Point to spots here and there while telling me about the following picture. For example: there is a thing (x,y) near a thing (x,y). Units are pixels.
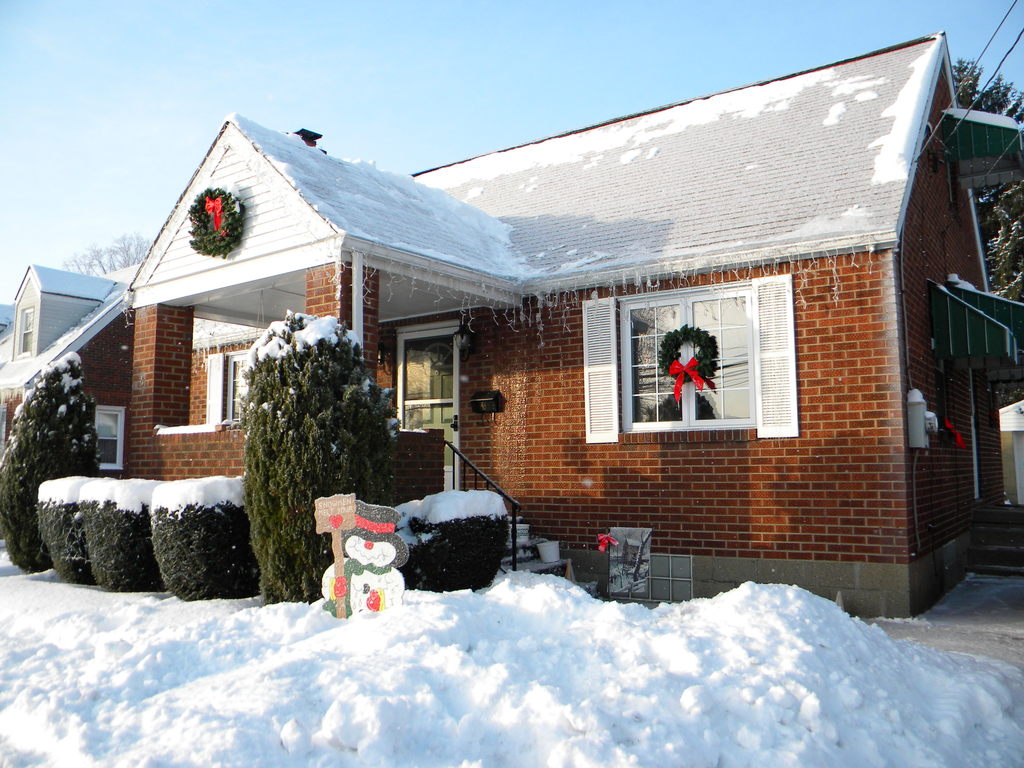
In this image we can see a building (618,280) with roof (458,222), group of windows (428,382), staircase (517,554), metal railing (463,468). In the foreground (390,577) we can see some plants (437,551), statue (373,547) in the snow (395,625). To the right side (1010,317) we can see some sheds (998,313), tree (1003,218) and in the background (416,89) we can see the sky (426,113).
